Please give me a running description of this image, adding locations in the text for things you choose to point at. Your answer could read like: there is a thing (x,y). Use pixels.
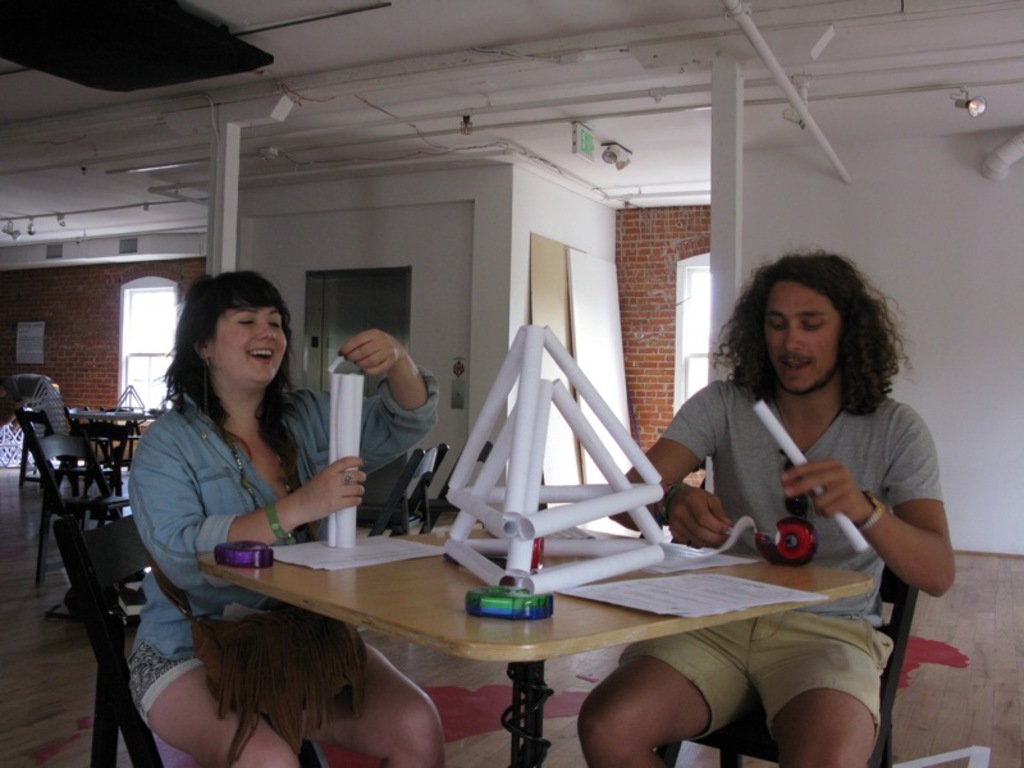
This picture is clicked inside a room (787,232). There are two people (801,385) sitting on chairs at the table (305,583). There are many chairs (41,434) and tables (331,586) in the room (104,576). On the table (398,596) there are papers (349,555) and a model (489,500). The woman (259,388) is wearing a sling bag (229,637) and she is smiling. There are lights (962,100) hanging to the ceiling (555,95). In the background (800,181) there is wall (764,192), window (152,312) and sign board (582,147).
